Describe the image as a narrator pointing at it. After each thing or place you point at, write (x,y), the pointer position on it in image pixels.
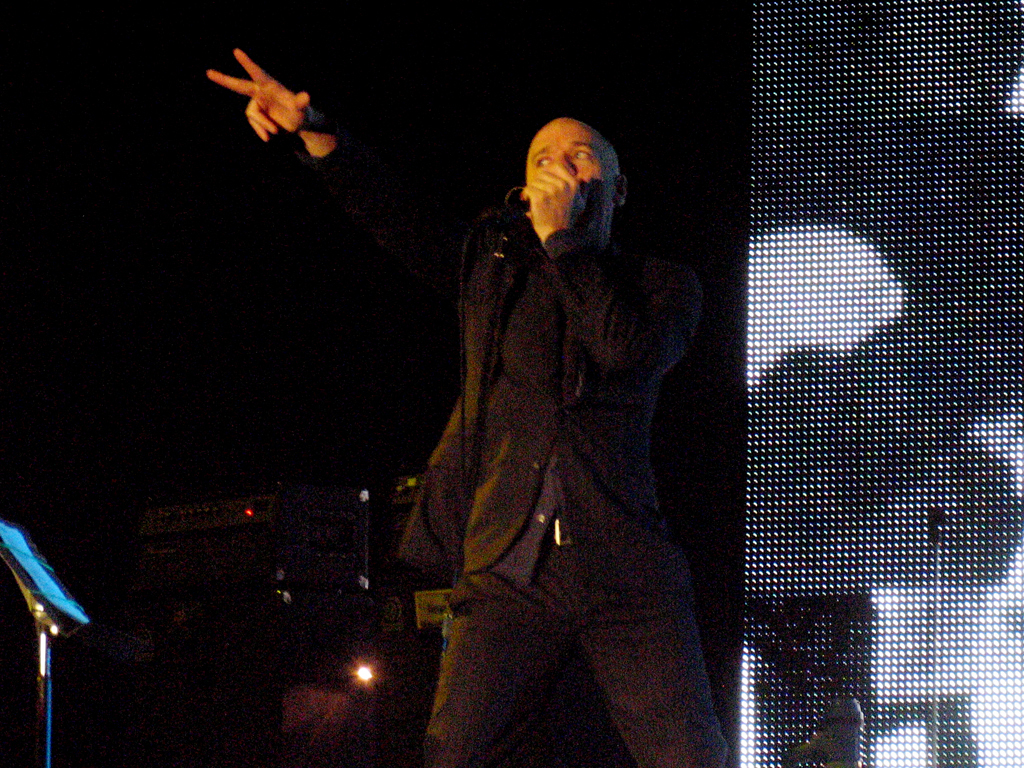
There is a man (604,231) standing and holding microphone (520,210). Background (278,520) we can see electrical devices (352,532).
